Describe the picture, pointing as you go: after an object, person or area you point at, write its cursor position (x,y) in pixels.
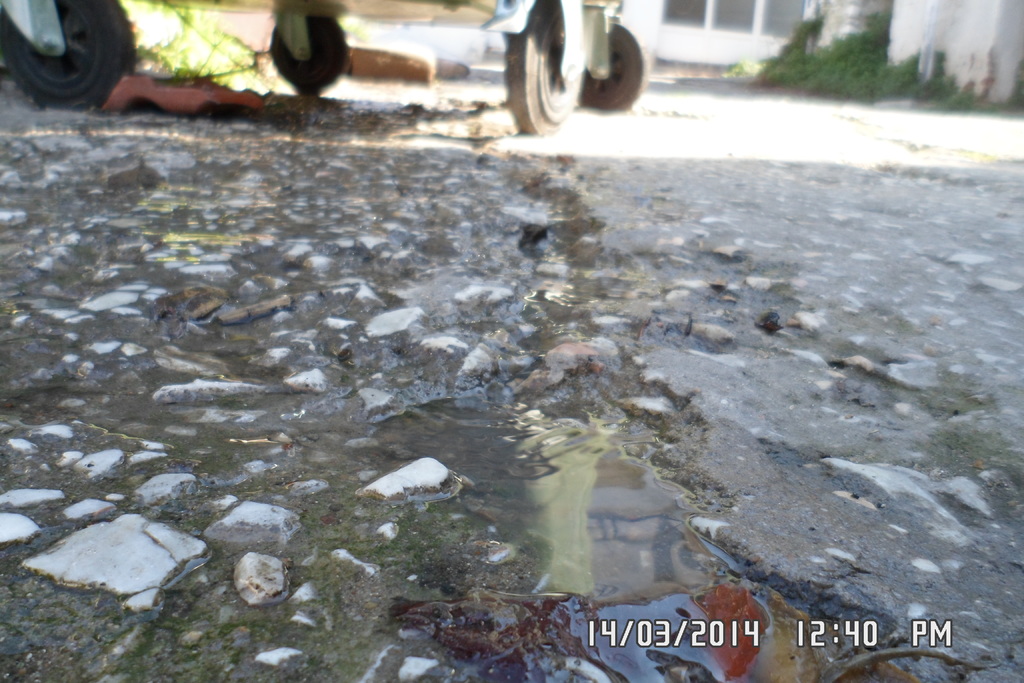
In this image there is a floor (393,469) on that floor (448,501) there is water (620,503) in the background (331,45) there is a wheel tray (326,27), at the bottom (603,627) there is time (806,629) and date (676,639).
